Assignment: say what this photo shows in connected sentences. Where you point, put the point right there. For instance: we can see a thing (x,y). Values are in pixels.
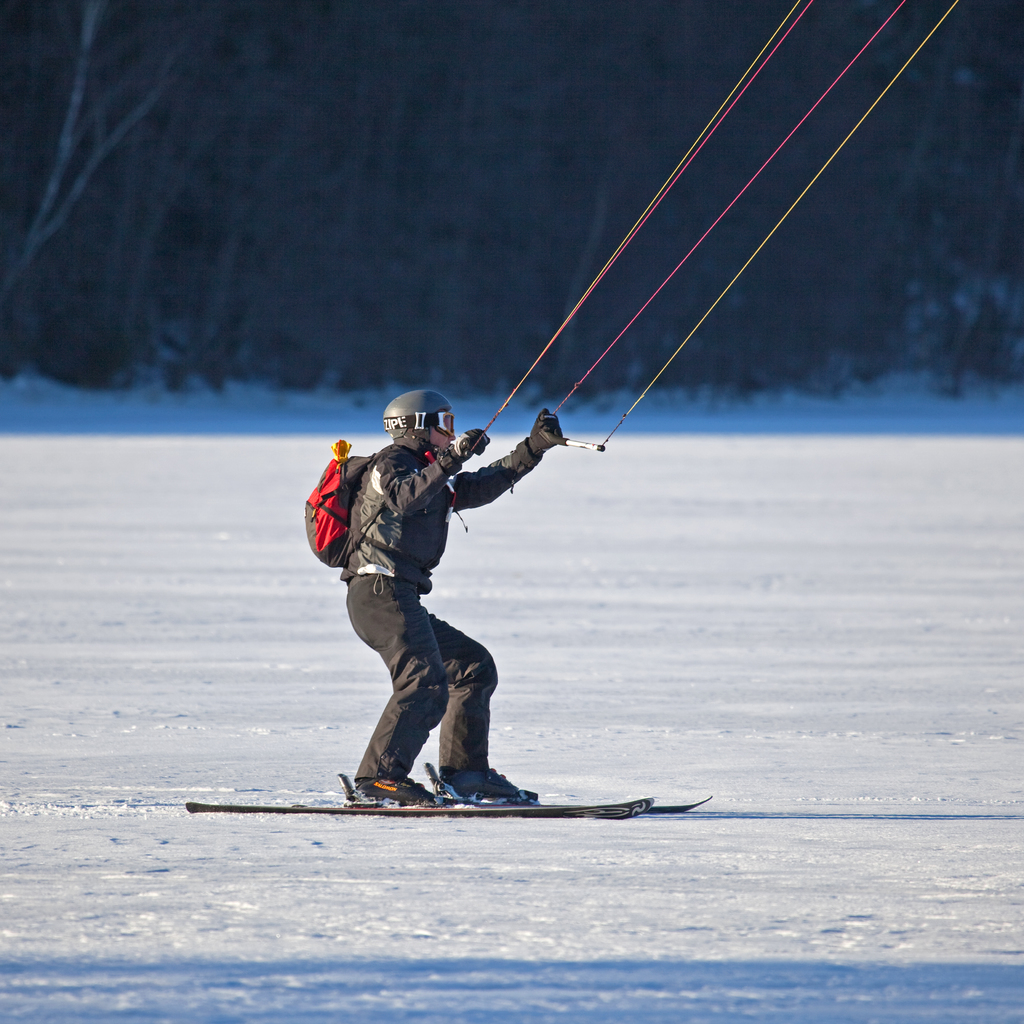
In this image there is a man (372,549) standing, he is wearing a helmet (418,407), he is wearing a bag (359,532), he is holding an object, there is a pair of skis (480,816), there is ice (373,719) on the ground (535,667), there are trees (386,97) towards the top of the image (613,171), there is an object (710,135) towards the top of the image (787,139).
